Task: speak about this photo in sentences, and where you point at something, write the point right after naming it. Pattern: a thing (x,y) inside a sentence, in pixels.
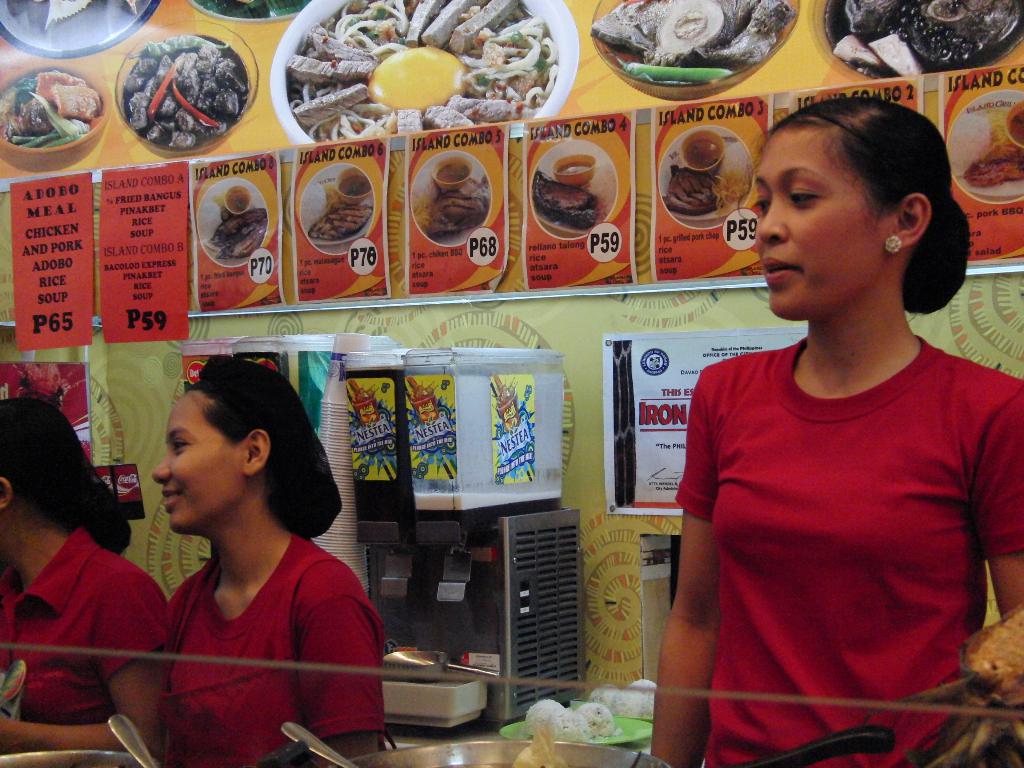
In this image, we can see ladies (199,414) and there are containers (445,754) along with spoon (320,741). In the background (304,284), there is a drink dispenser (424,480), glasses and we can see papers (577,198) placed.
